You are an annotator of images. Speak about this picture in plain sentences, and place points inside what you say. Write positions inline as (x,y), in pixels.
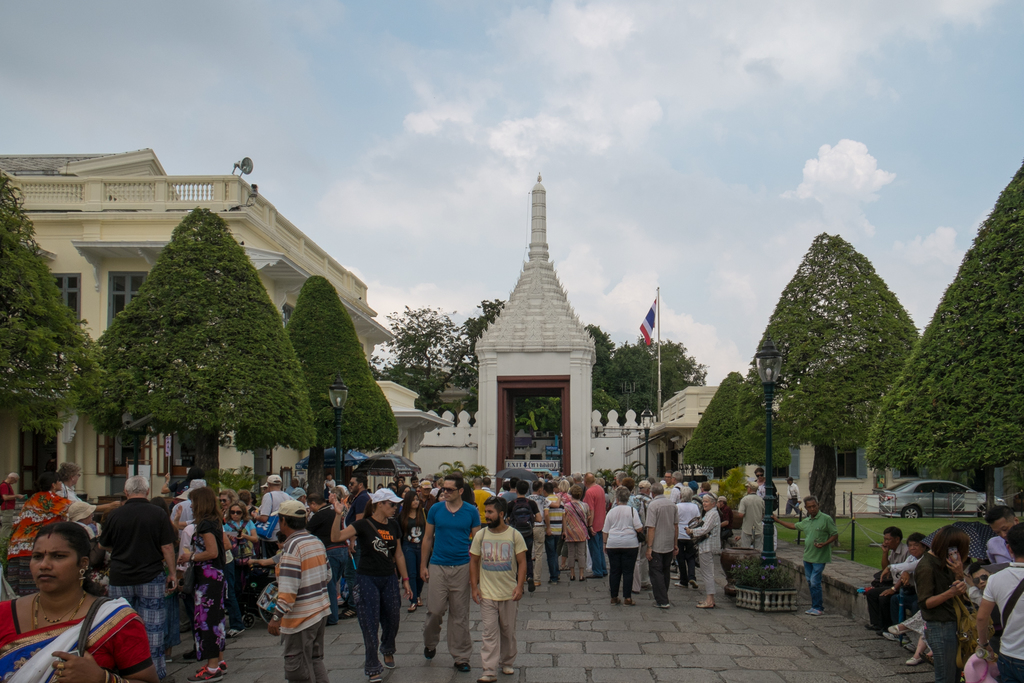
At the bottom of this image (67,615), there are persons (409,486) in different color dresses (604,517) on a road (481,671). On both sides of this road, there are trees (1000,288) and grass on the ground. In the background (620,322), there are buildings (114,183), a flag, poles (660,364) and there are clouds (712,146) in the sky (363,20).
